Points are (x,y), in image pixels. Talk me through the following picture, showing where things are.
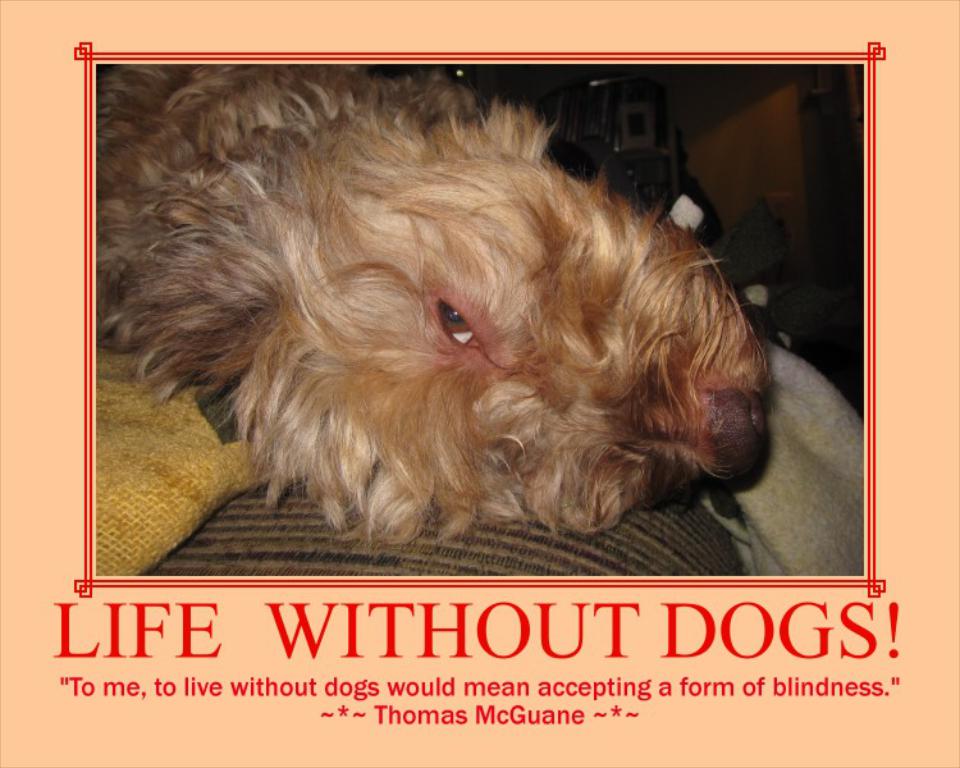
In the foreground of this poster, there is an image of a dog (513,403) on an object (567,553) and also there are two cloths (722,506) and the unclear background (782,147). At the bottom (138,648), there is some text (404,610).
